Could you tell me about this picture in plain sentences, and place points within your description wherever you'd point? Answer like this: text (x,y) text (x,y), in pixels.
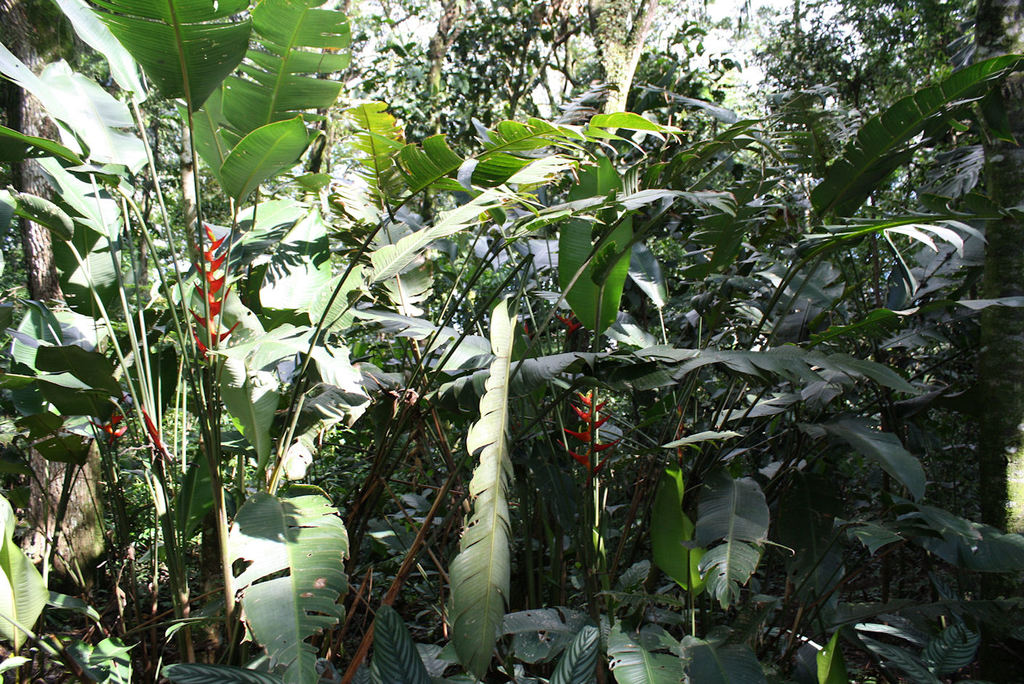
As we can see in the image there are trees (591,326) and at the top (770,3) there is sky (781,15).
